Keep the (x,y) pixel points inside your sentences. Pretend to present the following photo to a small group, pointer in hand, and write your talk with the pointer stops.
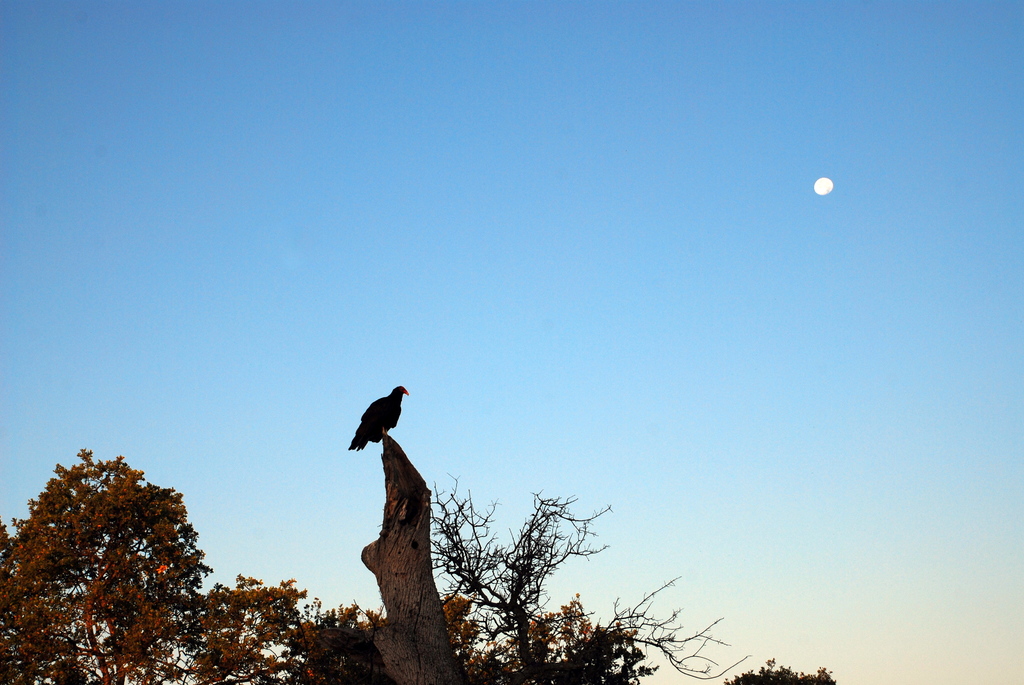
In this image we can see a bird (361,440) on the tree trunk (426,630), we can see trees (244,612) and the moon (827,189) in the blue color sky (661,189).
